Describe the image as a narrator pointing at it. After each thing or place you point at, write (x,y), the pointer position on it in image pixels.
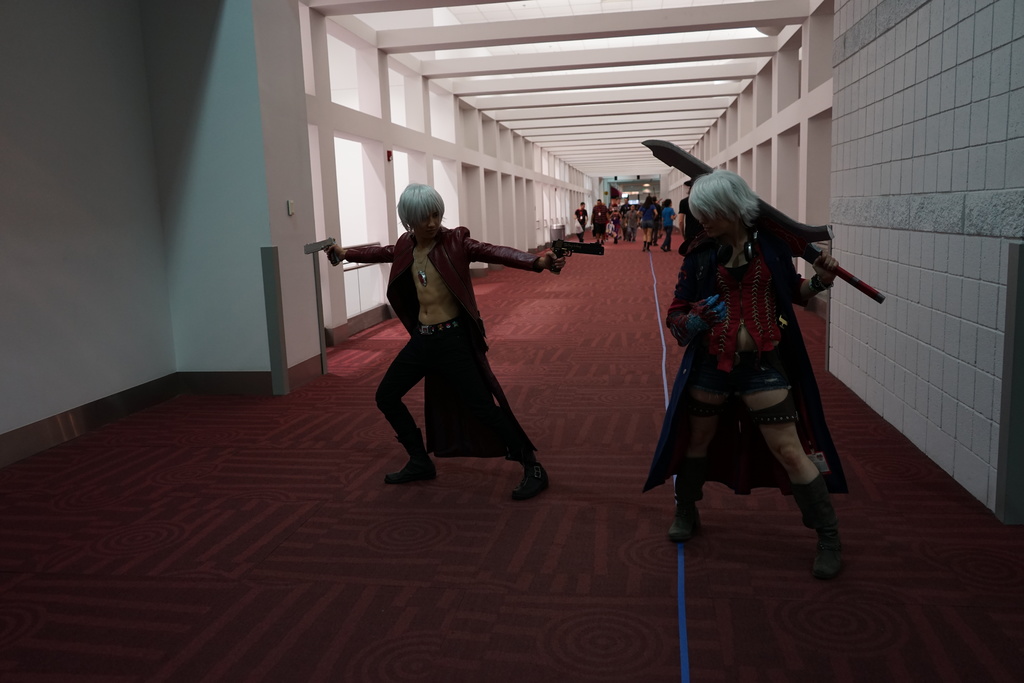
This is the inside picture of the building (840,235). In this image in front (717,314) there are two persons (773,257) standing by holding the weapons (581,249). Behind them there are few people (656,232) walking on the floor (654,248).
